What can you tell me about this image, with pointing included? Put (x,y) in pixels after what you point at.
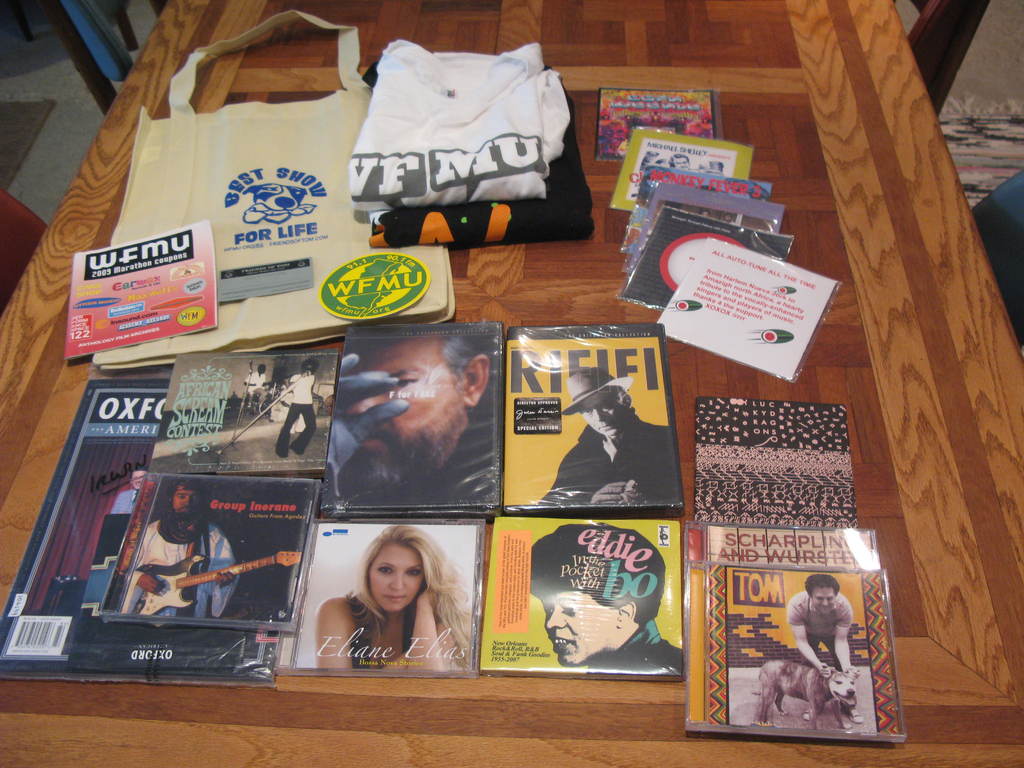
In this picture I can see many CD packs (636,326), t-shirts (557,186), bag (352,151), book (146,249) and other objects (135,276). On the right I can see the chair (1014,180) near to the table (761,68). On the left (1,128) there is a carpet (38,130) on the floor (40,133).
